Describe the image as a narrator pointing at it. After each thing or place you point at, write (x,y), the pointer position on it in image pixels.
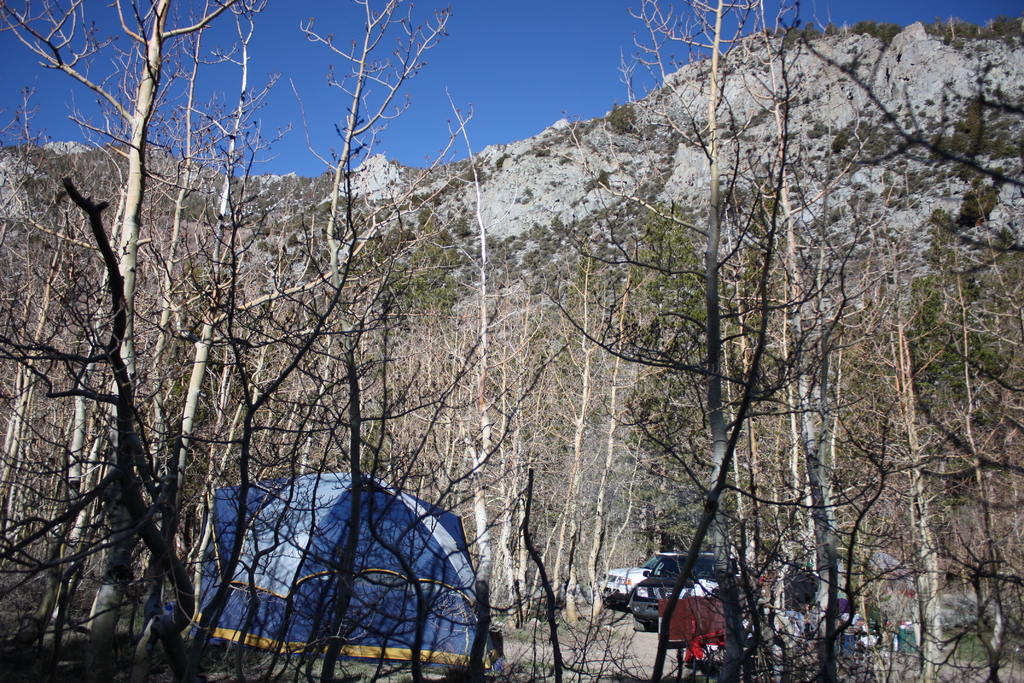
In this image we can see there are some trees (600,457) and mountains (803,219). In the middle of the trees (597,600) there are some vehicles (680,595) parked and a tent (334,578). In the background (393,61) there is a sky (531,74).
